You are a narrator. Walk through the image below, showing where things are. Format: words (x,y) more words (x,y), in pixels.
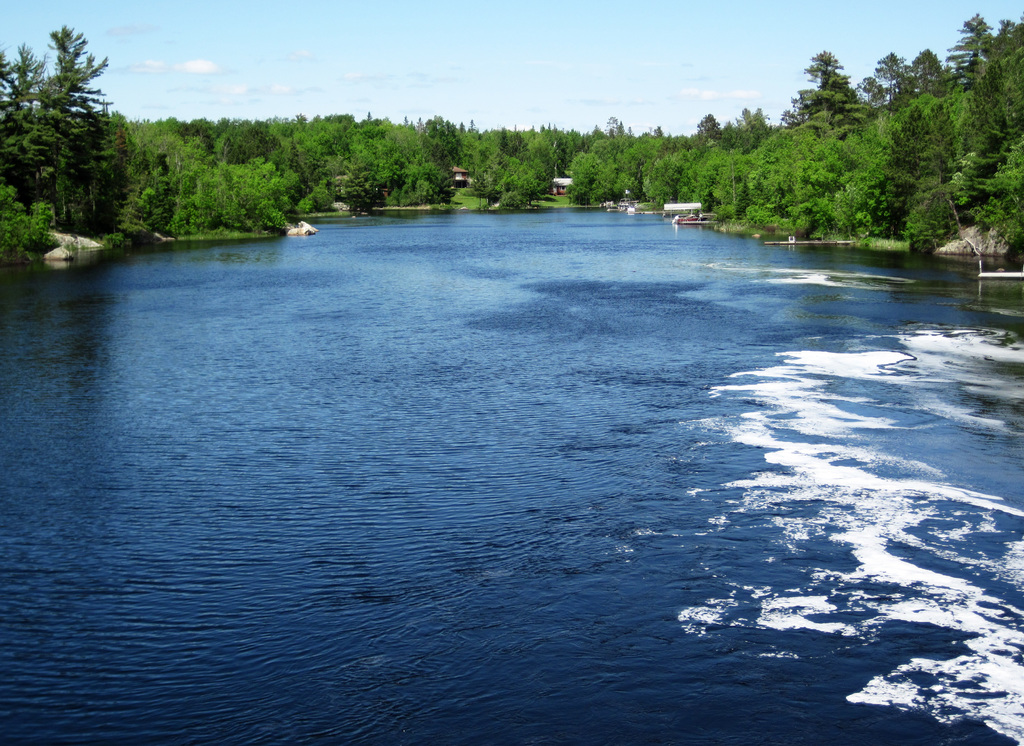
In this image we can see a large water body (608,360), the rocks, grass (553,204), some houses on the ground (569,204), a group of trees (713,157) and the sky (620,117) which looks cloudy.
